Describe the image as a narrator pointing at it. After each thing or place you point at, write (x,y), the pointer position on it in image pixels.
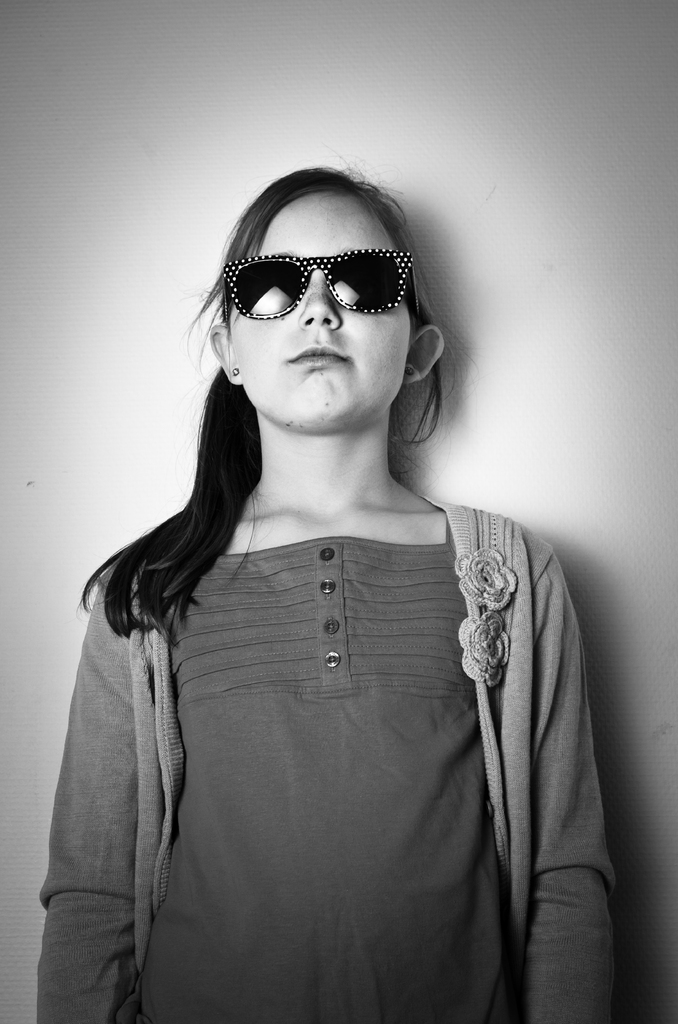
In the image a girl (359,406) is standing. Behind her there is a wall (324,142).
